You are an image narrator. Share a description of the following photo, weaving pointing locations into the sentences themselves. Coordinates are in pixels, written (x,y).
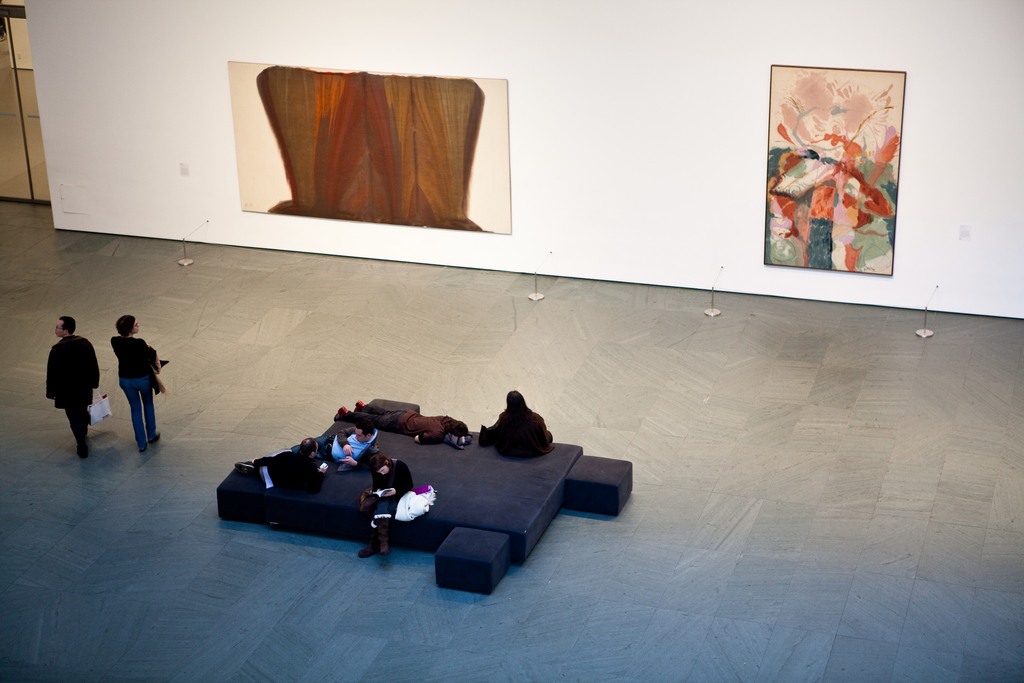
In this picture there are two portraits (840,85) on the wall (596,55) in the center of the image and there is a cushion (437,502) at the bottom side of the image (298,477), on which there are people (365,422) and there are two people (142,352) on the left side of the image (86,362).
